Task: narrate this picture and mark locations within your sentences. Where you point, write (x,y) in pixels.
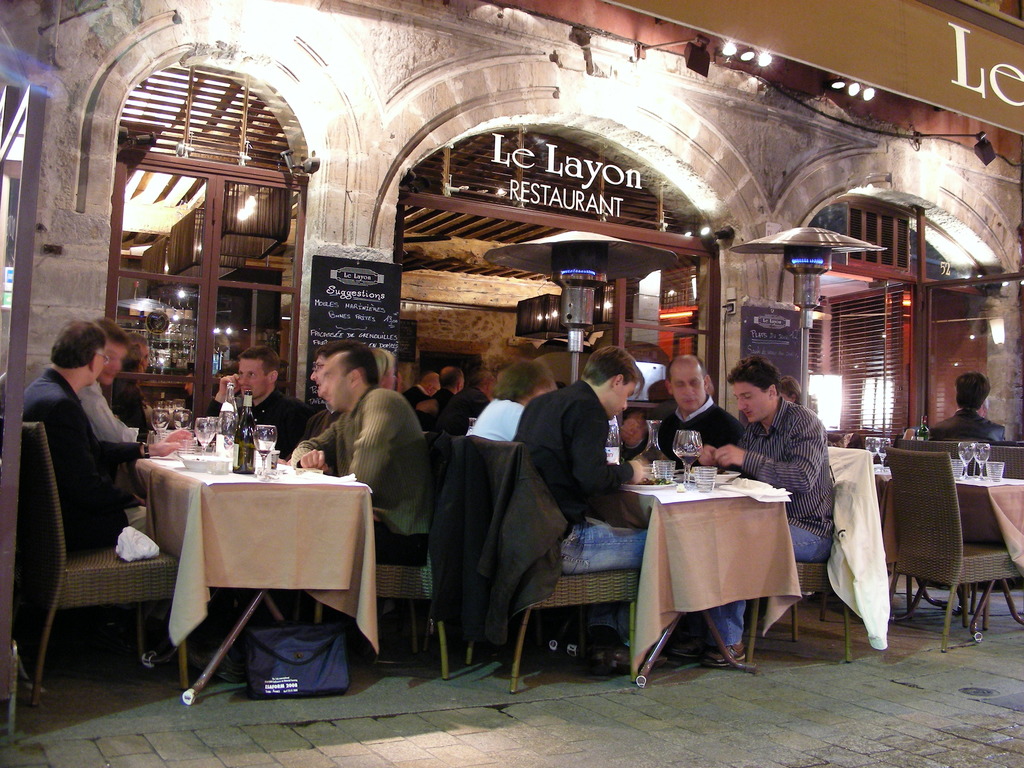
This is a restaurant (573,181) named le layon. and there is a door (209,278) and a window (174,271). There are three tables (318,542). There are glasses (655,466) placed on tables (243,507), Two bottles (243,452). there are so many people (399,437) sitting on the tables (230,492) on the chairs (157,587). There is bag (263,653) placed on the floor (349,690). There are lights (856,83) here.
